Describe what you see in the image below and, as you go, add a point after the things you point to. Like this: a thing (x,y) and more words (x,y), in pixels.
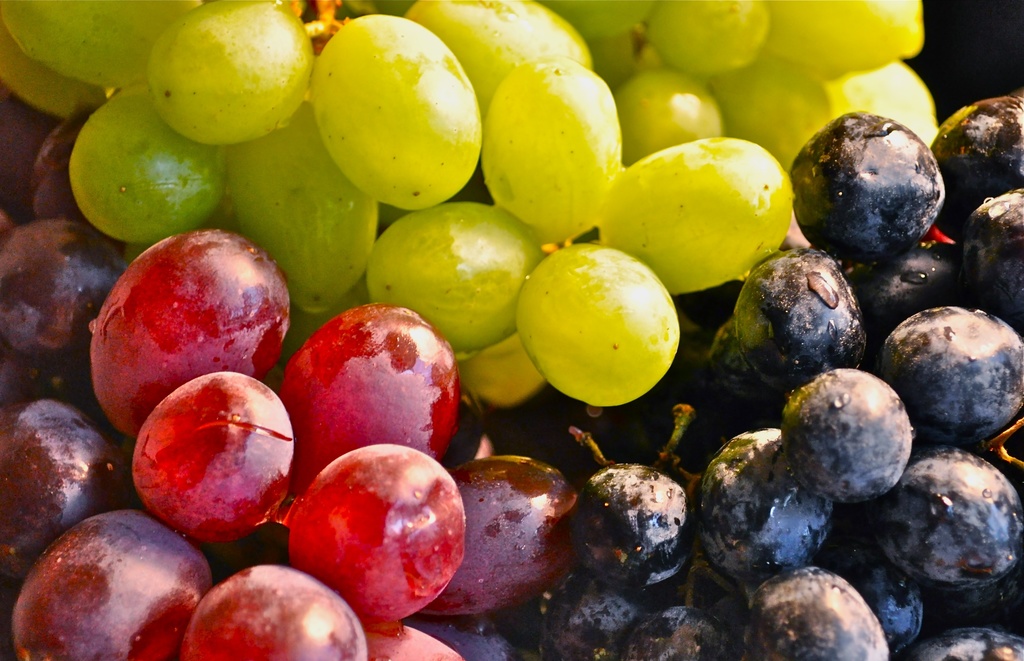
In this image there are different types of color grapes (353,413).
